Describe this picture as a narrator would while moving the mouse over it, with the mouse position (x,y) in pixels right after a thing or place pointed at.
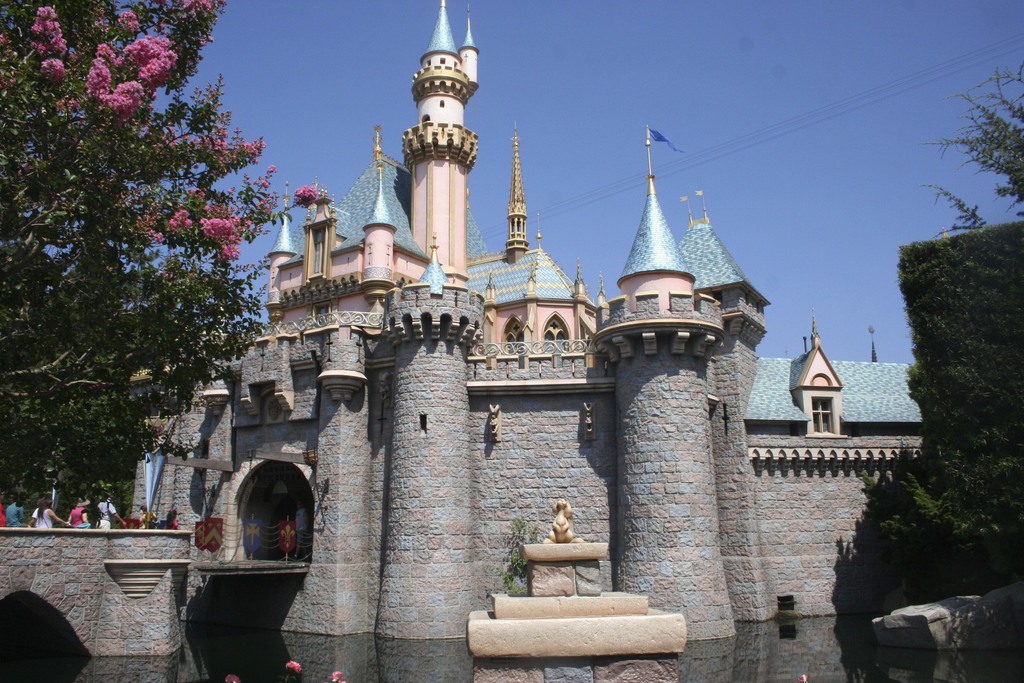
In this image in the center (526,371) there is a building (526,371), and on the right side (921,518) and left side (142,69) there are trees (109,323) and flowers (138,83). On the left side (43,513) there are some persons (75,513) and wall (144,595) and railing (275,542), at the bottom (419,667) there is a lake (744,629), and in the center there is a statue (552,542) and some rocks (936,615). And at the top (503,61) there is sky (608,72) and some wires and flag (663,139).
